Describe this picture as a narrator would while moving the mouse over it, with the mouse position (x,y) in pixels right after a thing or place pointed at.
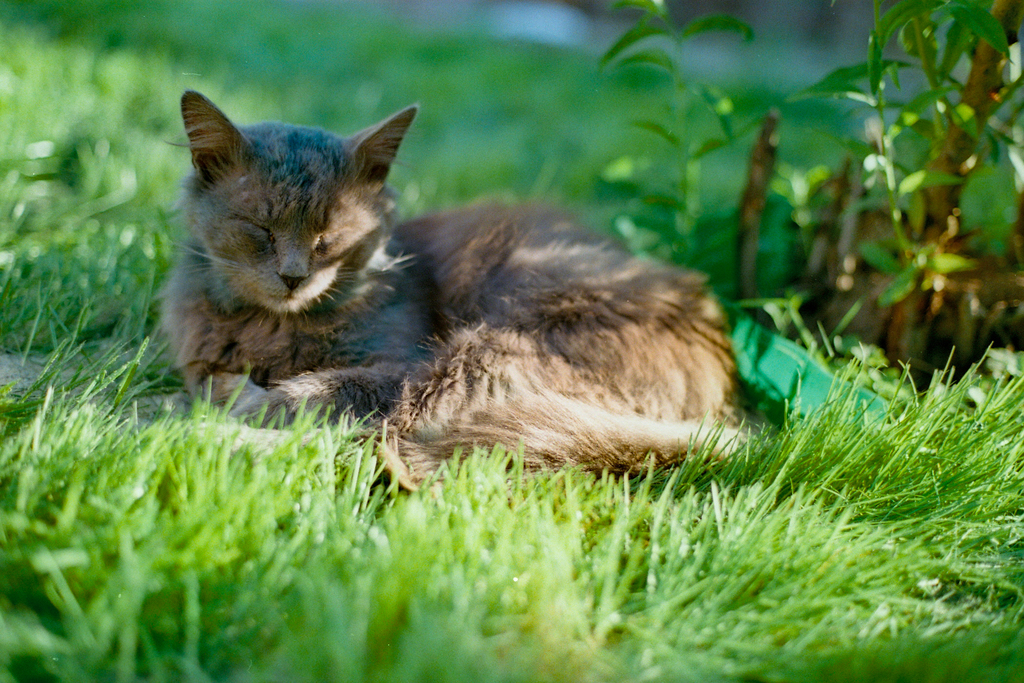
In this image I can see the grass (609,580) on the ground (544,539). In the middle of the image (374,349) there is a cat (502,283) laying. On the right side (828,212) there are few plants (923,259).
